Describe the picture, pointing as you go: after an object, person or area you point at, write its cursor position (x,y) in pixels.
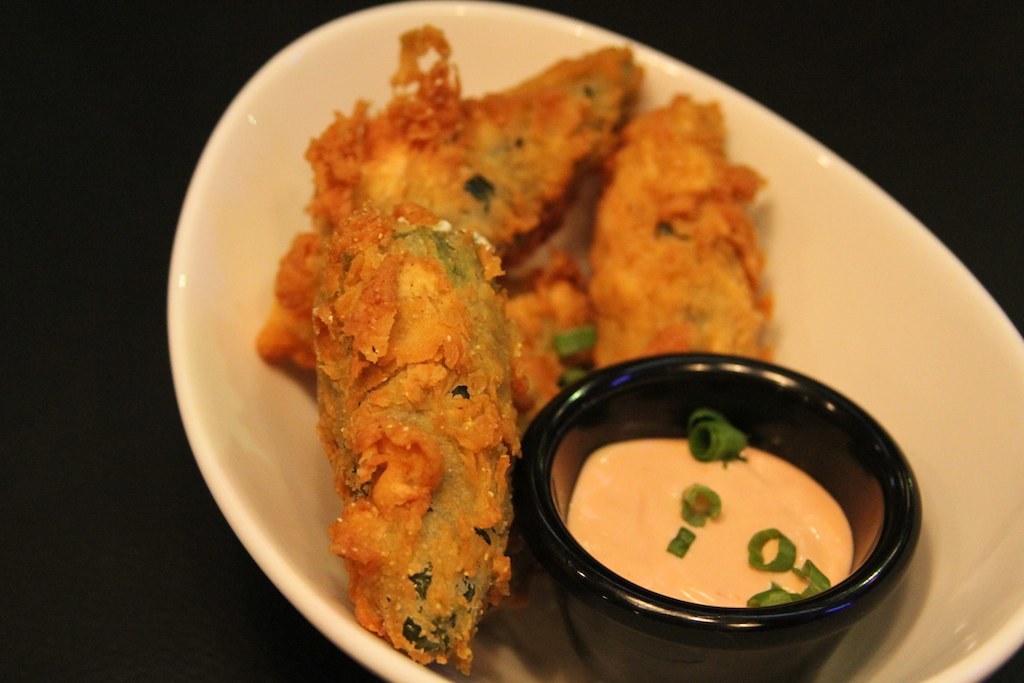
In this picture we can see food (583,361) in the bowls (883,346) and we can find dark background (912,97).
